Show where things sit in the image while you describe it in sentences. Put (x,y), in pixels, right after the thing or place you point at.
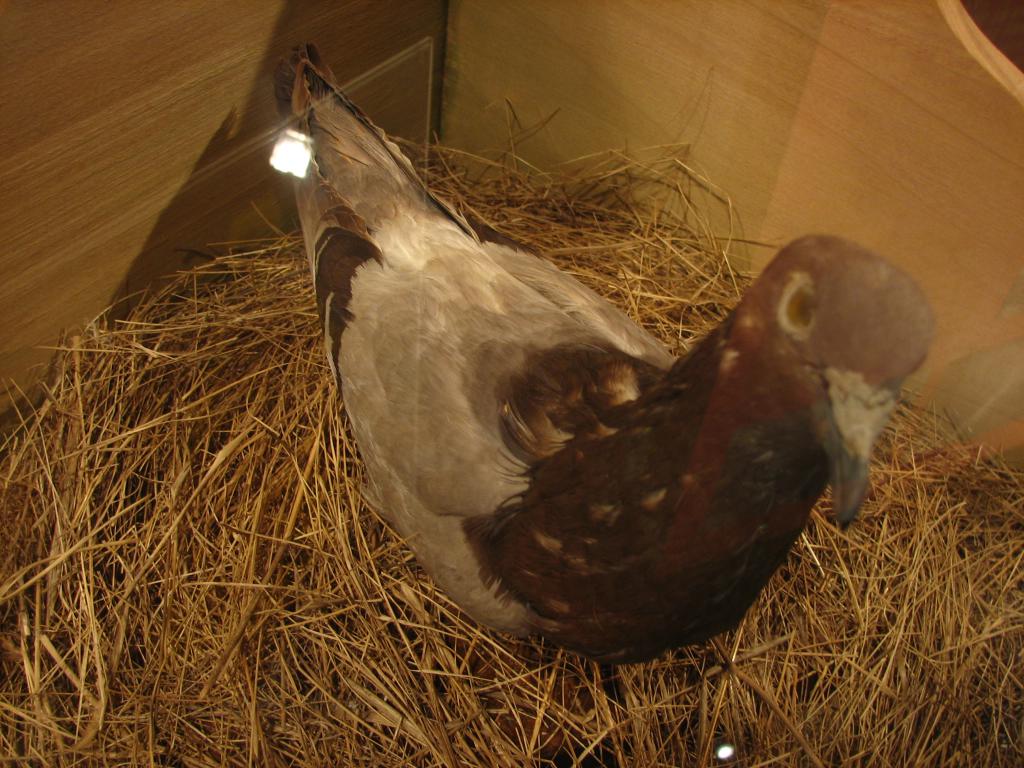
In the center of the image (590,324) there is pigeon (491,624). At the bottom of the image (398,698) there is dry grass (254,638). In the background of the image (138,69) there is wooden box (650,66).
